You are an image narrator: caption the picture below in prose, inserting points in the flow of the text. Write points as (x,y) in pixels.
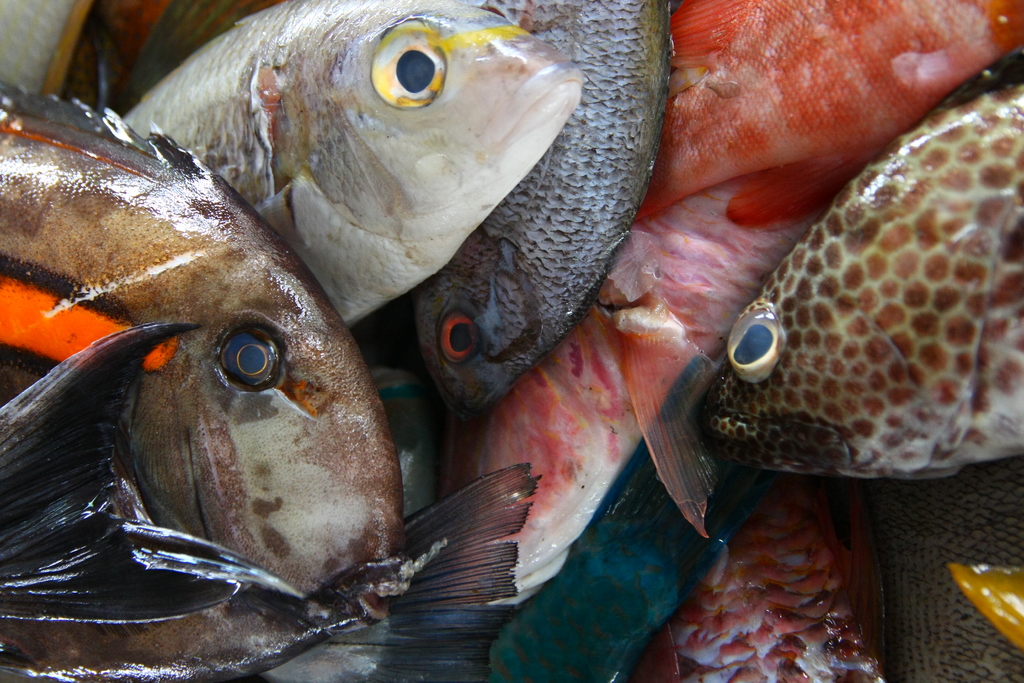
In this image we can see a group of fishes (633,319) in a container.
